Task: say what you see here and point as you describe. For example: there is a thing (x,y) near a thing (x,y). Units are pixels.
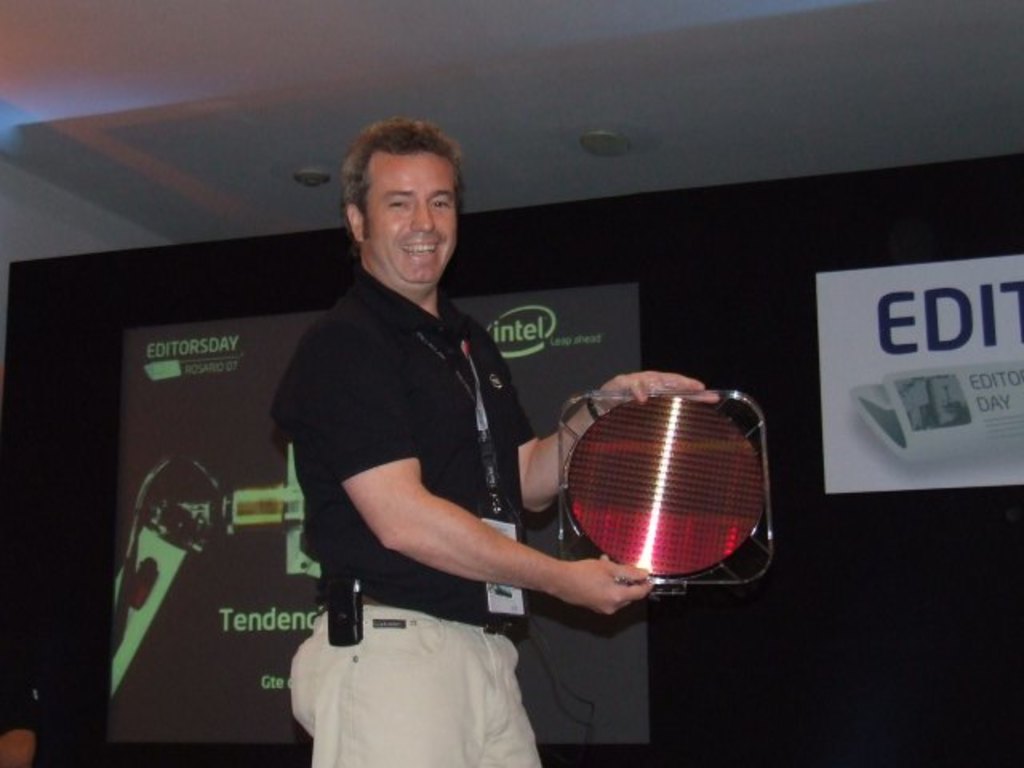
In the middle of the image (431,317), there is a person (376,223) in a black color T-shirt (382,314), holding an object (703,563) which is in circular shape, smiling and standing. In the background (928,385), there is a screen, there is a poster (958,468), there is a white color roof (495,10) and there is a black color sheet (853,613).
